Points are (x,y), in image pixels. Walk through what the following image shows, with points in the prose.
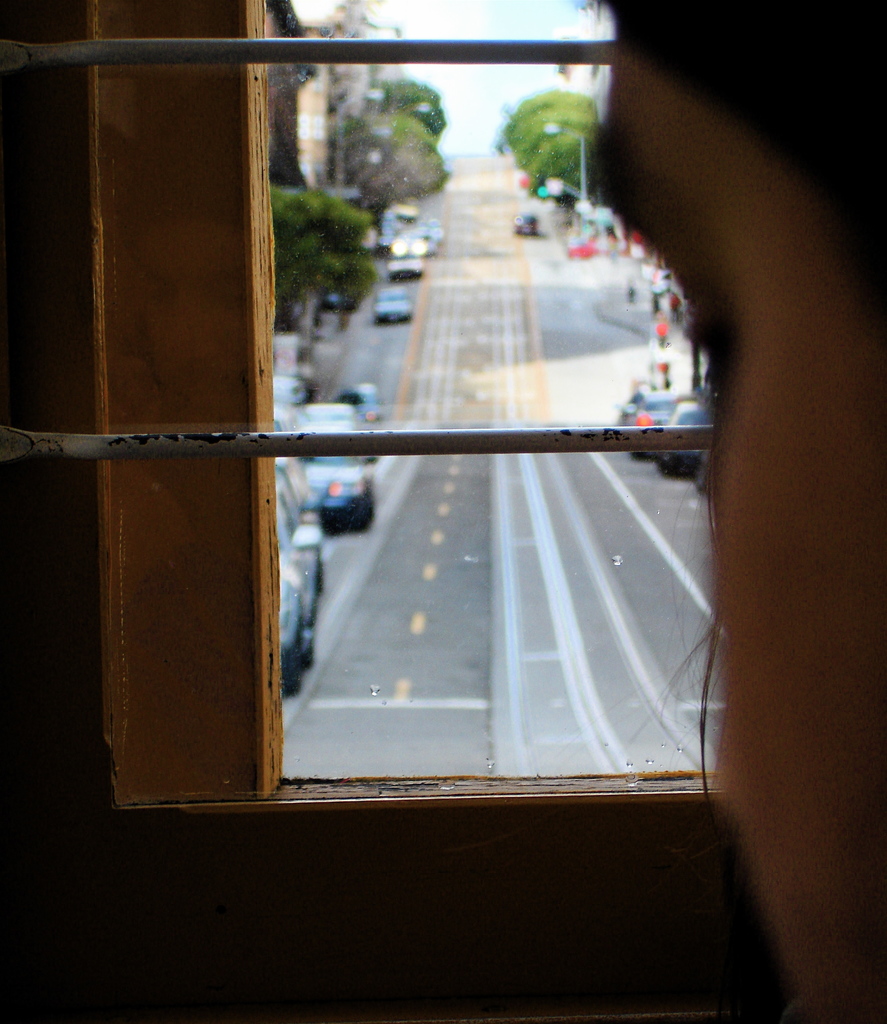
In this picture, it looks like a person head (802,400) and in front of the person (794,251) there are grills (380,441) and a window (165,14). Behind the window (428,494), there are some vehicles (296,617) on the road (588,303), trees (560,136), buildings (339,98), a pole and the sky (479,13).
